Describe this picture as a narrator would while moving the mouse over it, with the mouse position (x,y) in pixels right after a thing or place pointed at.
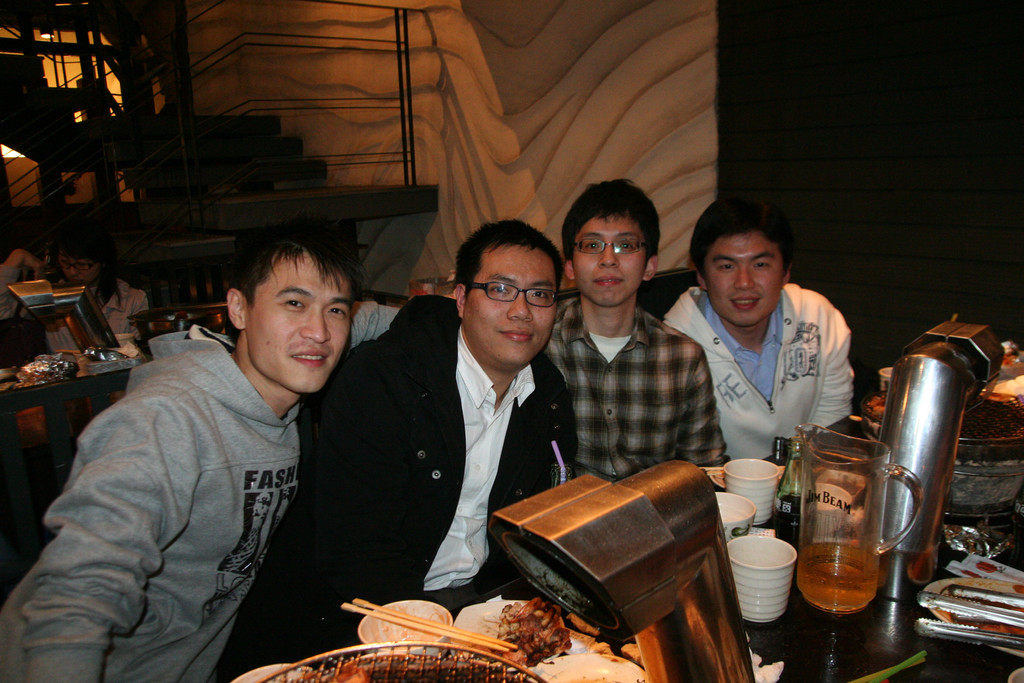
In this image there are four boys (405,421) sitting in the chairs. In front of them there is a table (876,640) on which there are cups (756,581), glass jugs (828,517), basket (449,661), spoons (975,598) and some food stuff (556,626) on it. In the background (256,210) there are wooden steps (163,250). On the left side (83,267) there is a girl (82,275) sitting in front of the table (80,351).
